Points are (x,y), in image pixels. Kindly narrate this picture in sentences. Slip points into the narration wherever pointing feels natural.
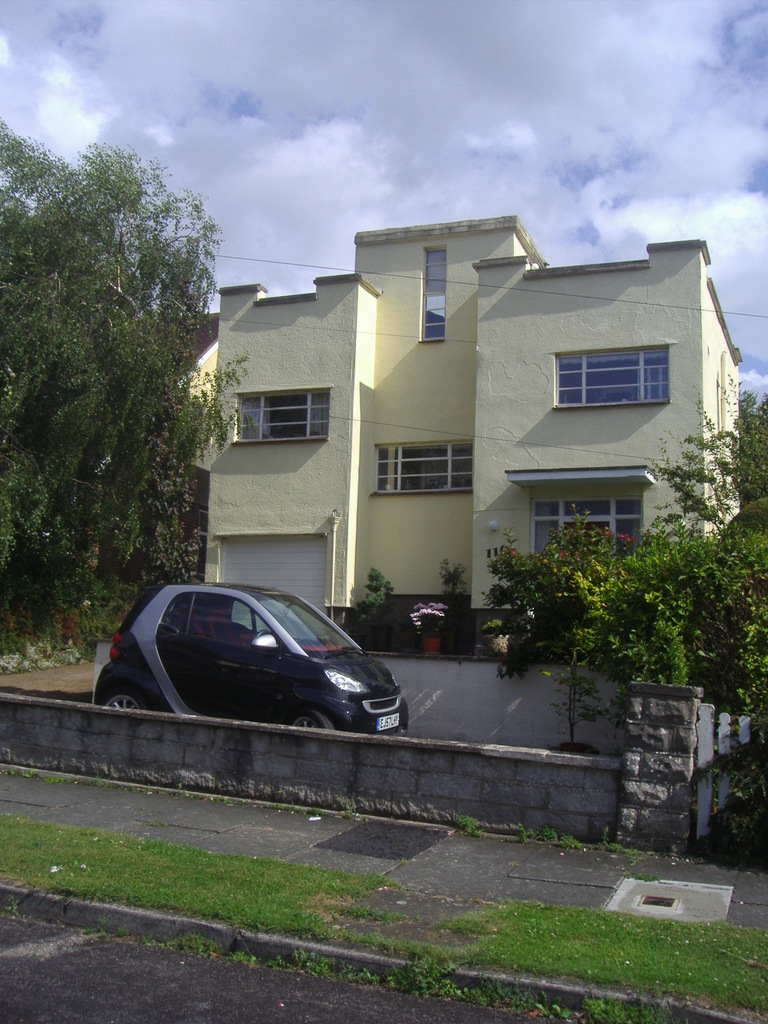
In this picture we can see grass (235,883), walls (432,718), trees (3,240), plants (514,549), flowers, car (165,673) and building (514,509). In the background of the image (427,102) we can see the sky (414,108).
